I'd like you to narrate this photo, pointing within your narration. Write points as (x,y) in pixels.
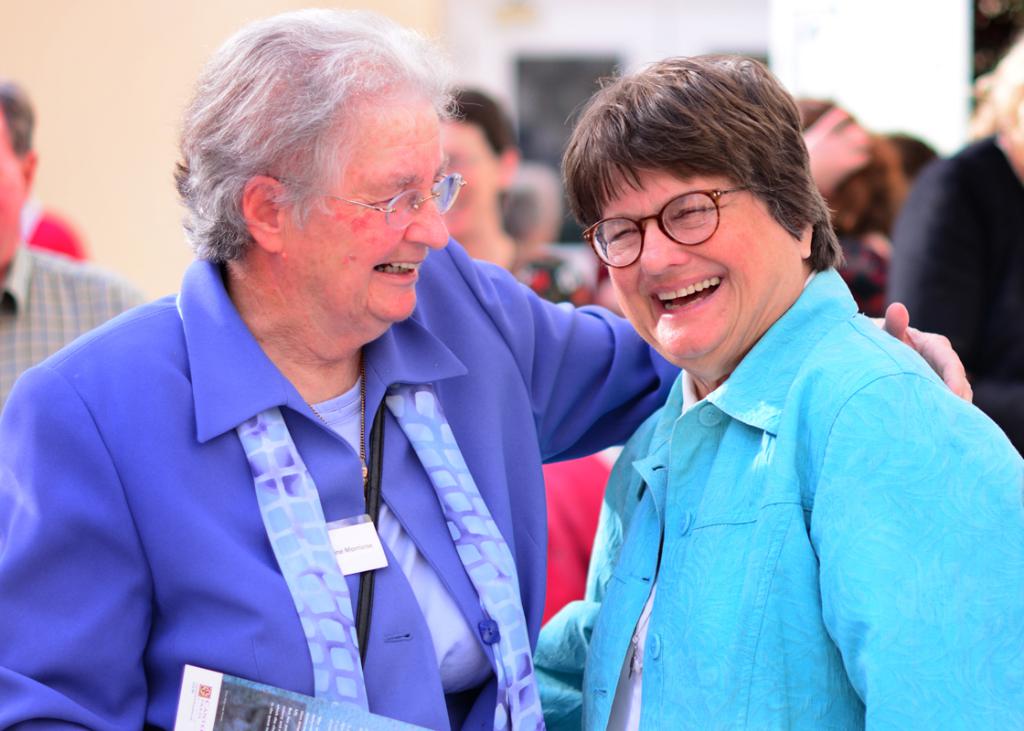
In this image we can see some group of persons (433,262) standing, in the foreground of the image (421,473) there are two persons (473,564) wearing blue and sky blue color dress (410,550) hugging each other and laughing.
